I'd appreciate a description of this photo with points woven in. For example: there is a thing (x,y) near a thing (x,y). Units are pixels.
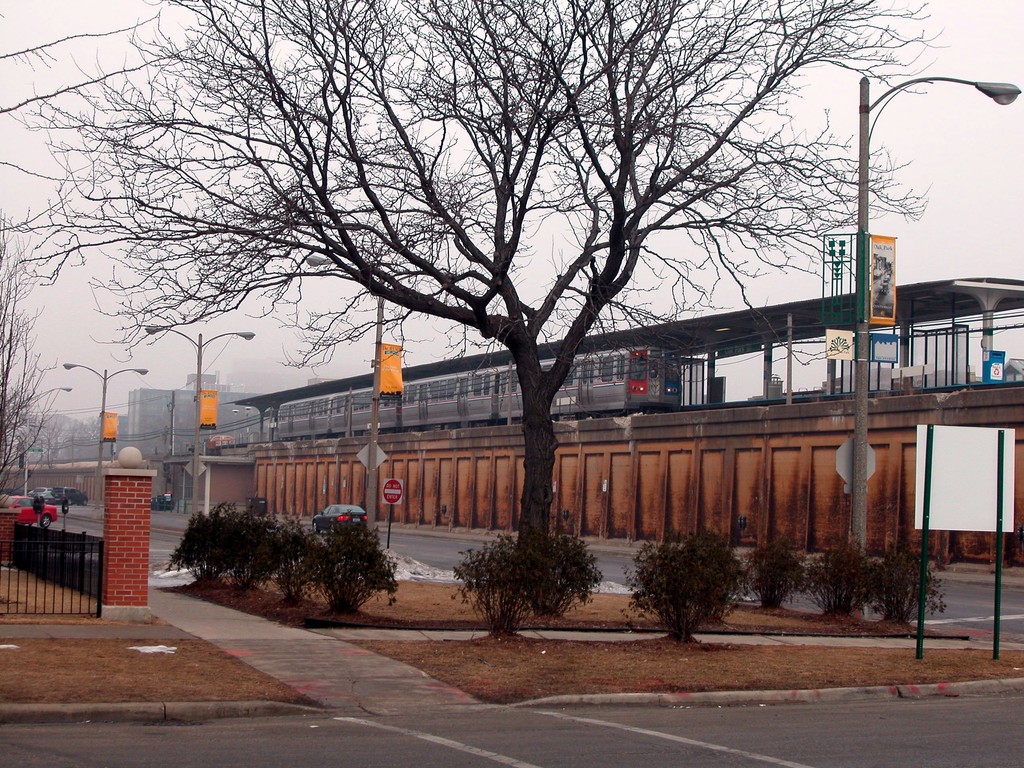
Here in this picture in the front (284,592) we can see roads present and we can also see some part of ground (976,653) is covered with grass (535,653), plants (485,603) and trees (3,411) and in the middle of the road (406,537) we can see light posts (861,354) with hoardings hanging on it and we can also see a train (646,371) present on the track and beside that we can see the platform (975,385) covered with shed (253,399) and in the far we can see buildings (147,430) present and we can also see cars (58,492) and other vehicles (49,502) also present on the road (93,506) and we can see the sky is cloudy.
